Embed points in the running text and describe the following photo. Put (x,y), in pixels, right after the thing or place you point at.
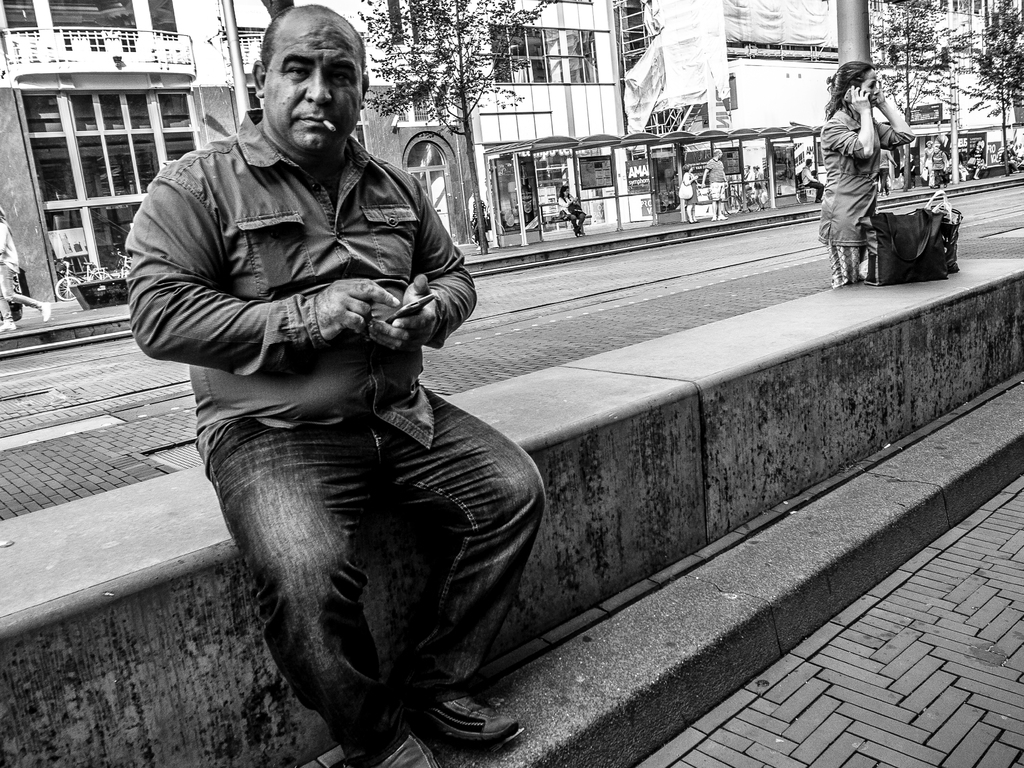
In this image I can see a person (415,498) sitting on ledge (568,392) and holding a mobile phone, on the right side (838,141) I can see a woman (908,128) standing near the ledge (836,294), I can see bags (935,237) kept on the ledge (891,304), and the woman (848,126) is talking in phone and in the background (741,65) I can see the building (91,28), in front of the building (463,158) I can see tree (470,175) and I can see a person (926,161) standing, sitting.
